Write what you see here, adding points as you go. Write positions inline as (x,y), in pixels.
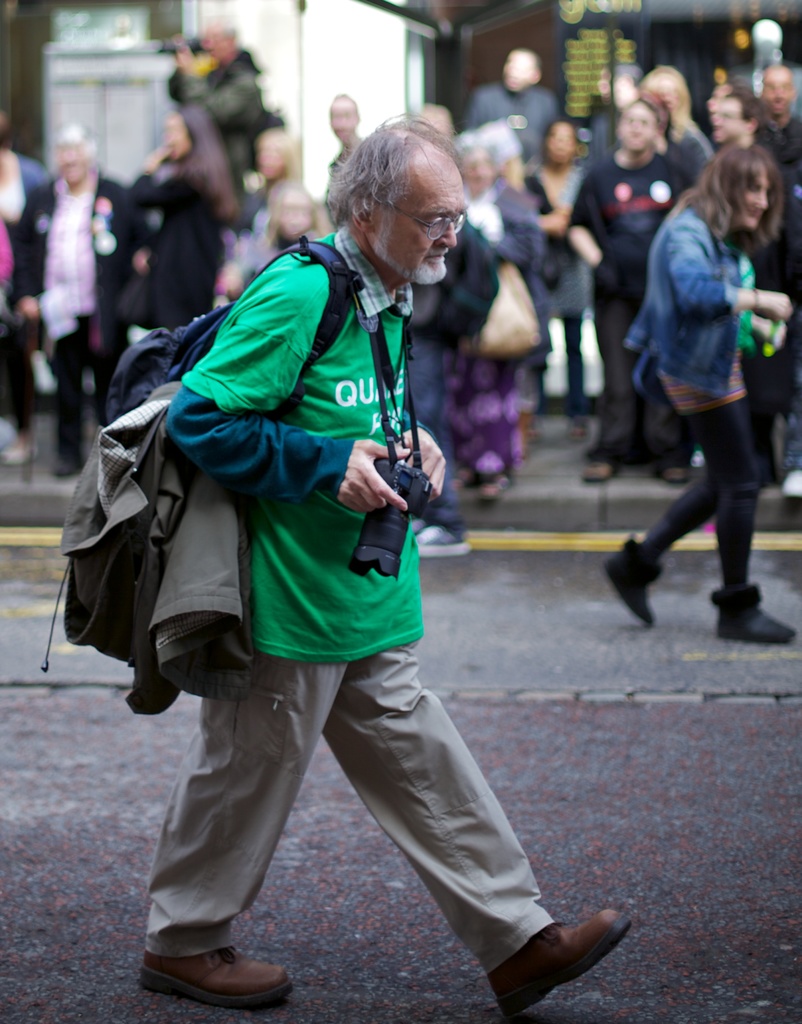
In this picture I can see few people (554,168) standing and few people (424,520) walking on the road (314,1014) and I can see a man (203,400) wore a backpack (139,398) on his back (253,291) and he is holding a camera (395,567) in his hand (424,466) and on the back (317,110) it looks like a building (101,71).
